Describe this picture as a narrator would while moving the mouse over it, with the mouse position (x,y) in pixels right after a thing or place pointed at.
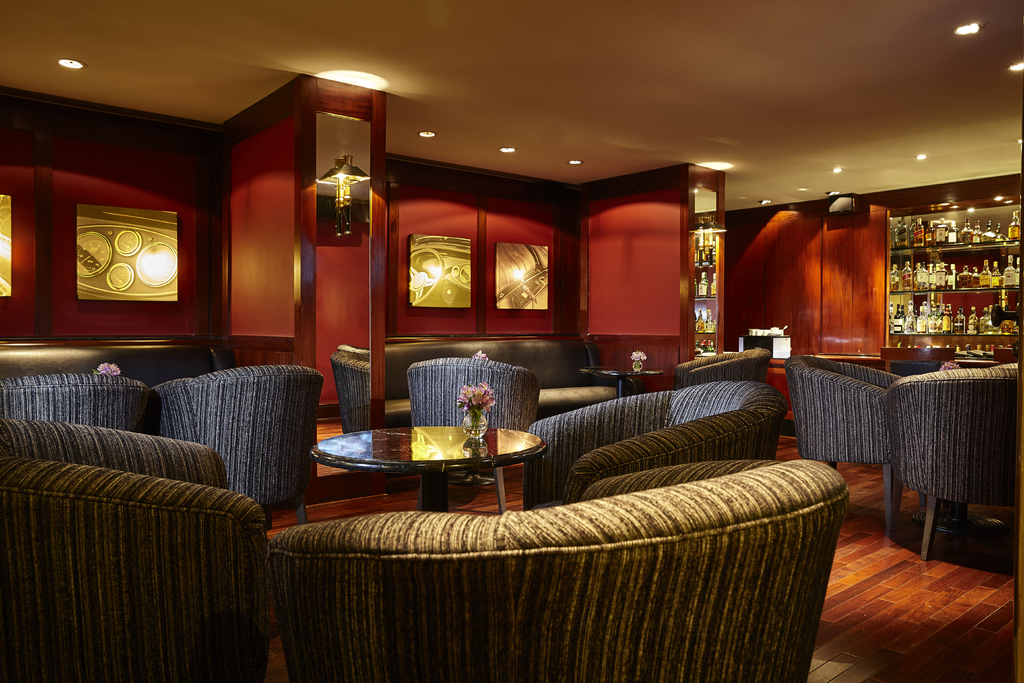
In this image we can see so many couches (577,483) in between them there is a table (440,452) on the table (472,456) we have flower vase (480,410) in the right corner (915,333) we can see the shelf (969,304) in that there are different types of bottles (921,321) are being placed and back side we can see the light focus (351,71).
